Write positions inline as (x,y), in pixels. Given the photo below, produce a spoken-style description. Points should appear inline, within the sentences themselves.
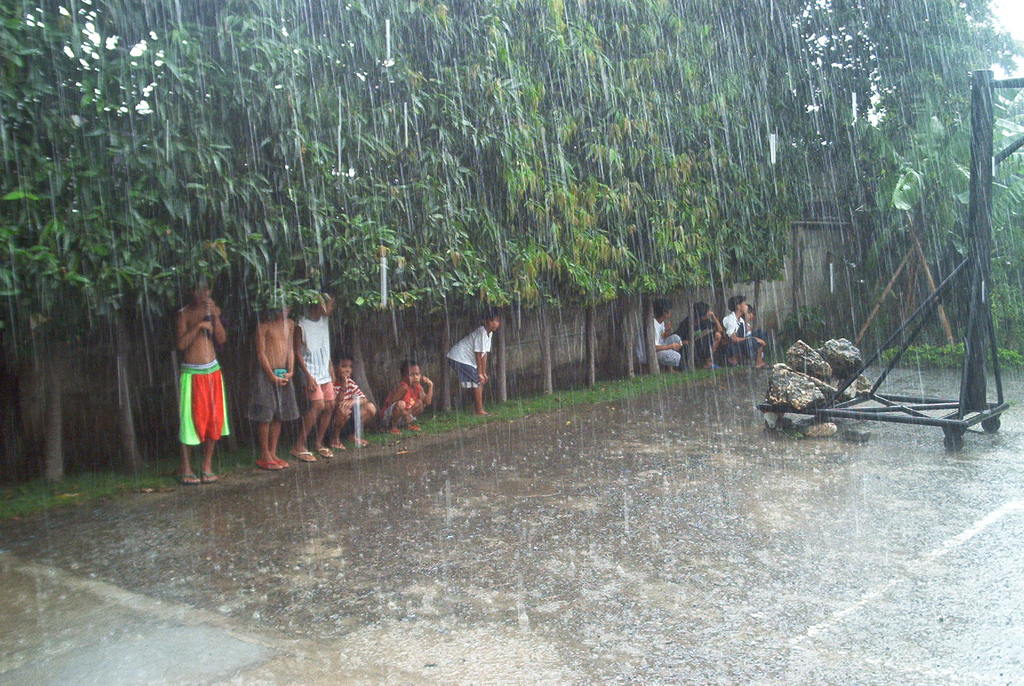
In this image there are some children (325,364) standing, and some of them are sitting. And at the bottom (677,481) there is walkway (817,462), and on the right side (973,252) there is pole (987,116) and some rocks (818,396). And in the background (777,226) there is wall (42,346) and some trees (506,212).
